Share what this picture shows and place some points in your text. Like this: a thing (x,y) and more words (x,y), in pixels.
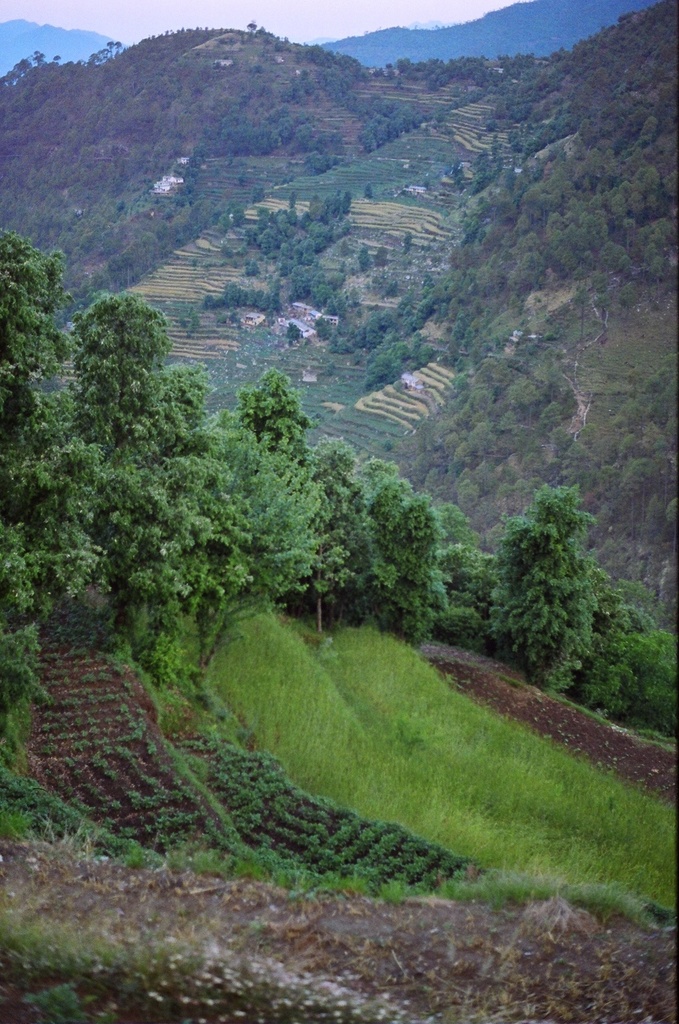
In this picture I can see group of trees (50,298) and few buildings (250,313) and I can see hills (350,369).
